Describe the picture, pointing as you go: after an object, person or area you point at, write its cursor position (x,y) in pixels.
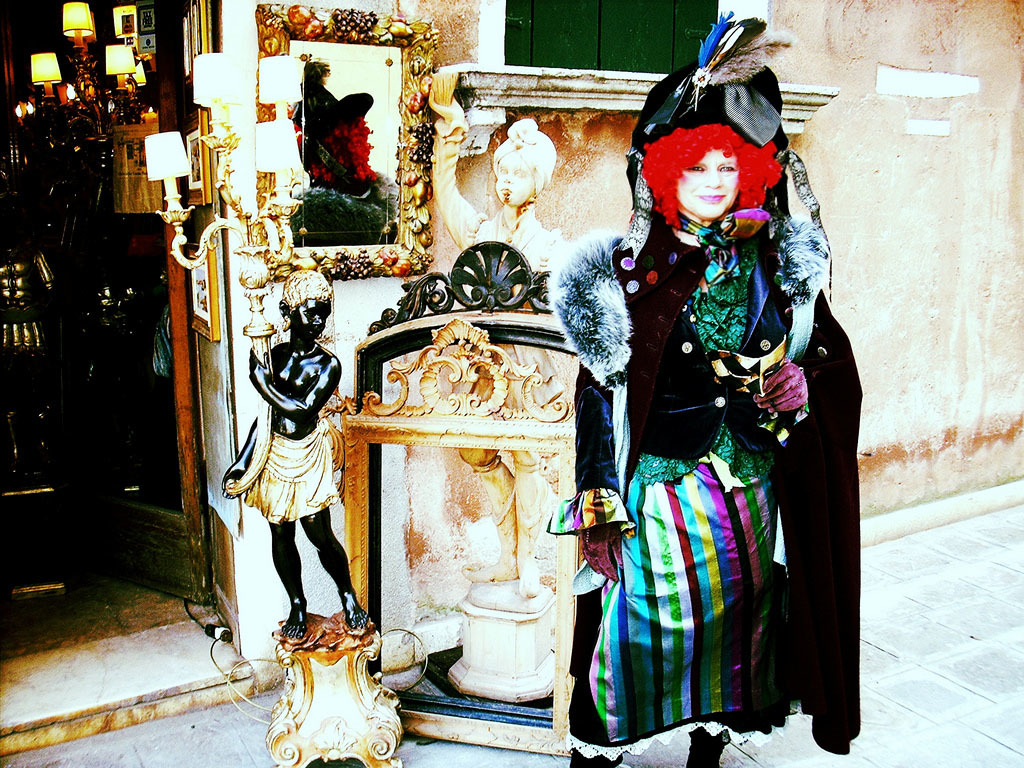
In the background (919,41) we can see the wall (915,165), lamps (22,104), mirror (338,209), frames (398,45), sculptures (522,171) and few objects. In this picture we can see a person (754,156) wearing a fancy dress (805,240) and smiling. A person (720,565) is standing near to a store (80,675).
